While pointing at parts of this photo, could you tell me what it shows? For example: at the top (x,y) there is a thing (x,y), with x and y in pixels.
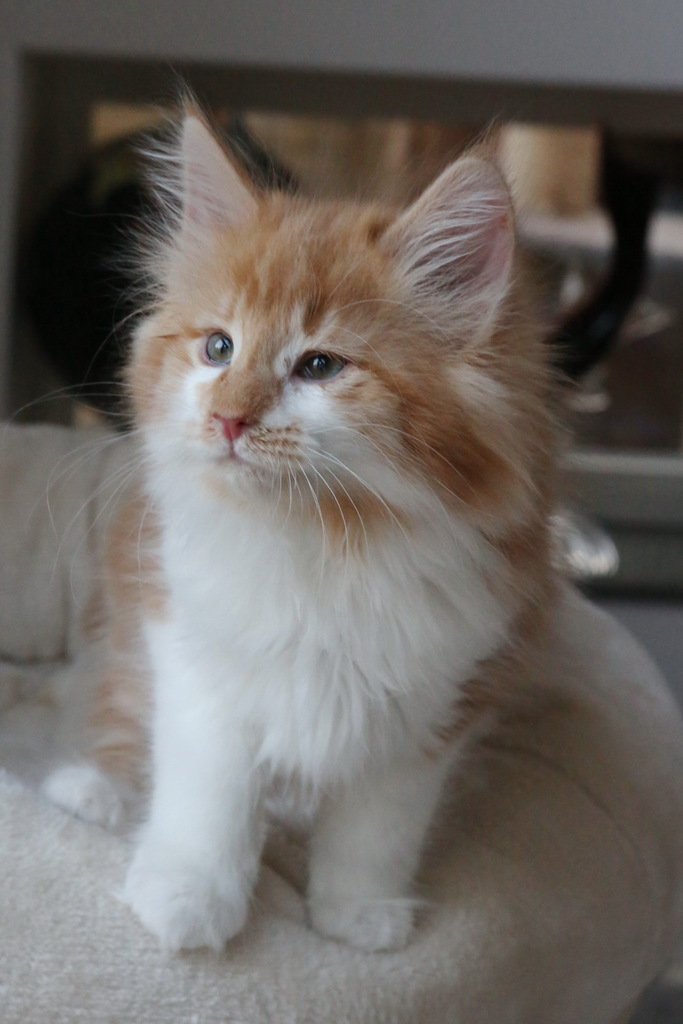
In this image there is a cat (274,810) sitting on a couch (408,951). Behind it there is a wall (477,52). There is a picture frame (248,85) on the wall (482,26).
